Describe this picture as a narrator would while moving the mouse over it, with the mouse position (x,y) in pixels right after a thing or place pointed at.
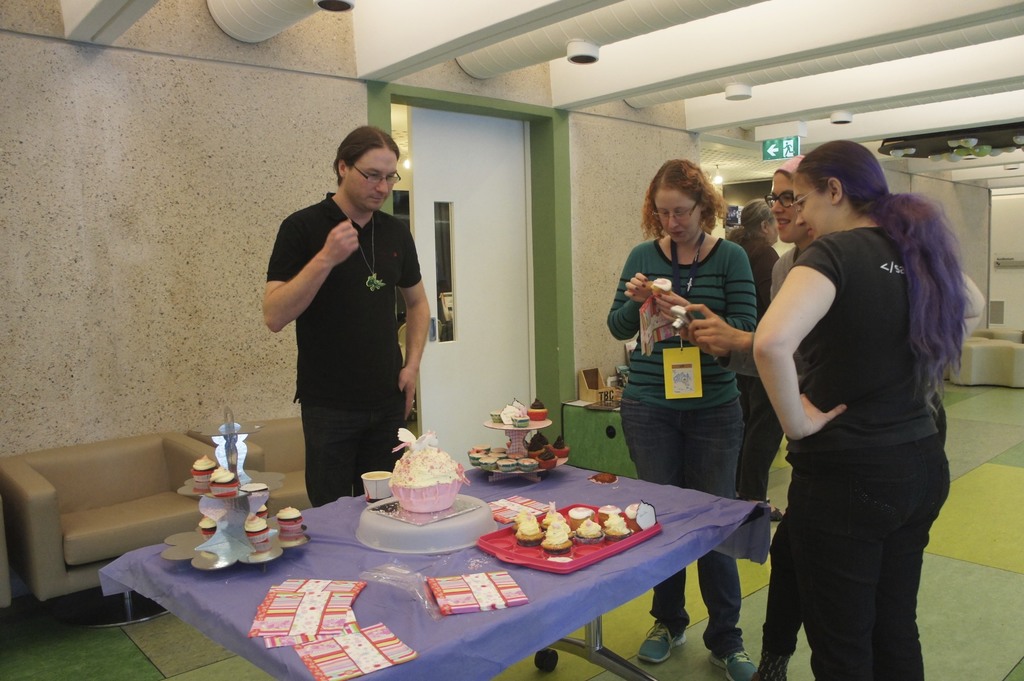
There are four persons (393,238) standing around a table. A lady (687,252) in the middle (651,363) wearing a tag (676,361) is holding something on her hand (642,283). And another lady (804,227) wearing specs (785,206) is holding a camera (678,318). On the table (401,598) there are papers (344,586), cupcakes (290,531), bowl (418,491), trays (515,472), cups (378,482) and many other food items (441,472). In the background (146,458) there are two chairs (181,439), wall (197,190), door (430,185), EXIT sign board (774,149), and lights (945,153) are over there.
